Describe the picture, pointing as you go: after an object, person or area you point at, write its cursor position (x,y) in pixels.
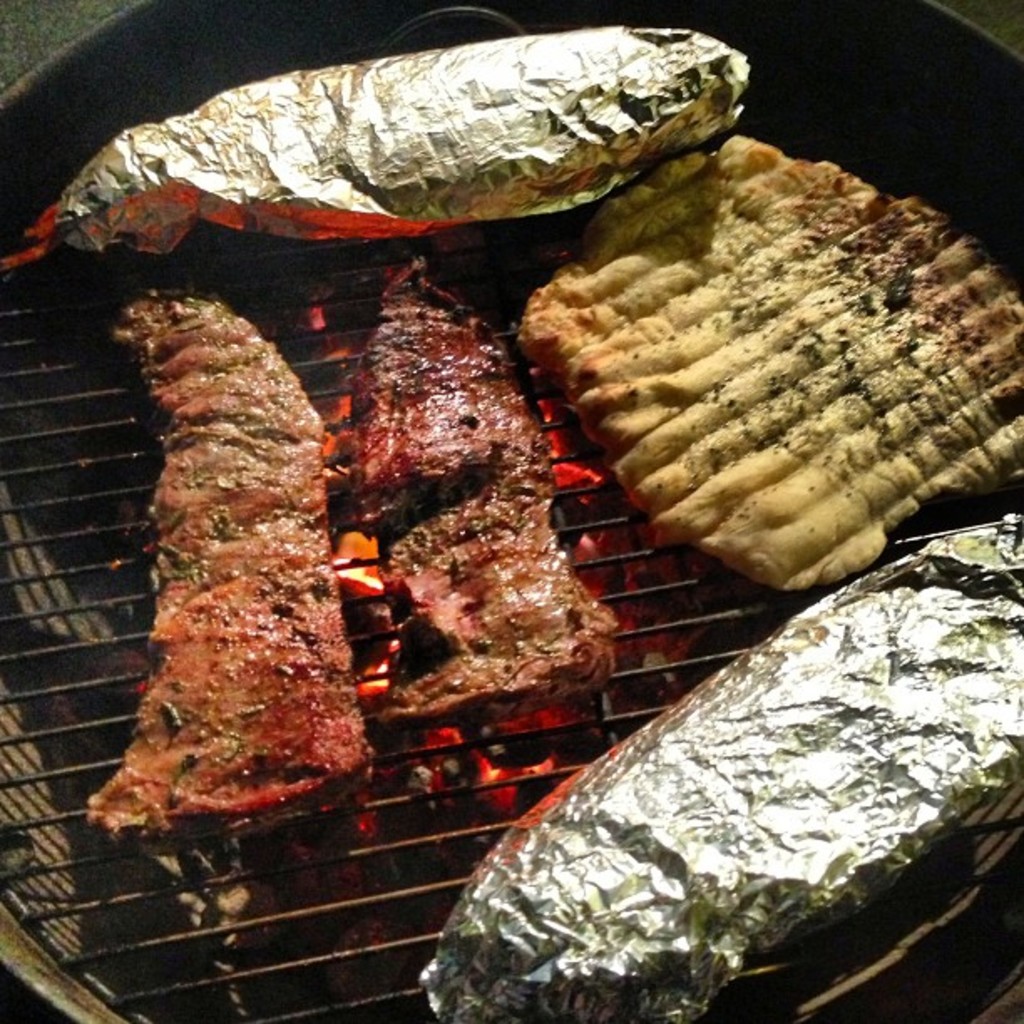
In this picture we can see food items (703,478), aluminium foil (414,121) placed on a grill (95,919) and under this grill (256,986) we can see fire (683,628).
